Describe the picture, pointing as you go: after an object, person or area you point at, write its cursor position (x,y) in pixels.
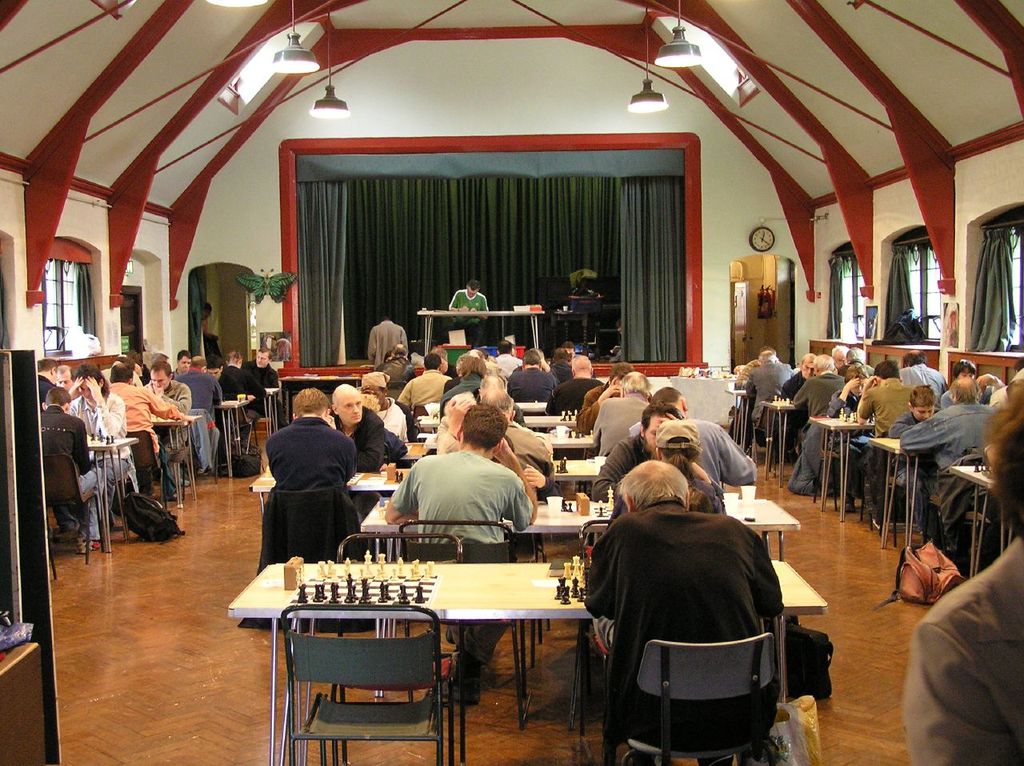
there is a big hall (506,234) there are many people (646,550) sitting on chairs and they are playing the chess (356,586) and room (244,519) has many windows (78,331) and all are playing on the chess game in the room (422,626) there are so many chairs (504,560) and tables (552,520) and the roof (549,29) was painted by red and white colored and it has many lights (322,107).
